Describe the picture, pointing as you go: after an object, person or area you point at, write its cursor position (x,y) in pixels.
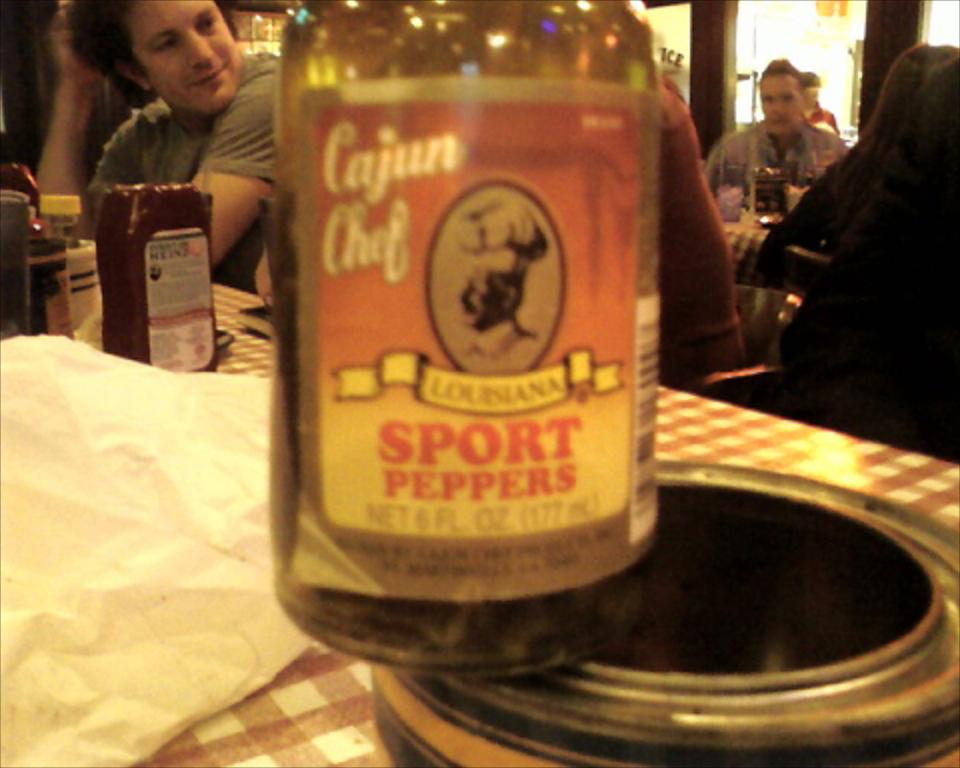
In this picture we can see something's (187,526) on table (350,680) and a person (193,160).
